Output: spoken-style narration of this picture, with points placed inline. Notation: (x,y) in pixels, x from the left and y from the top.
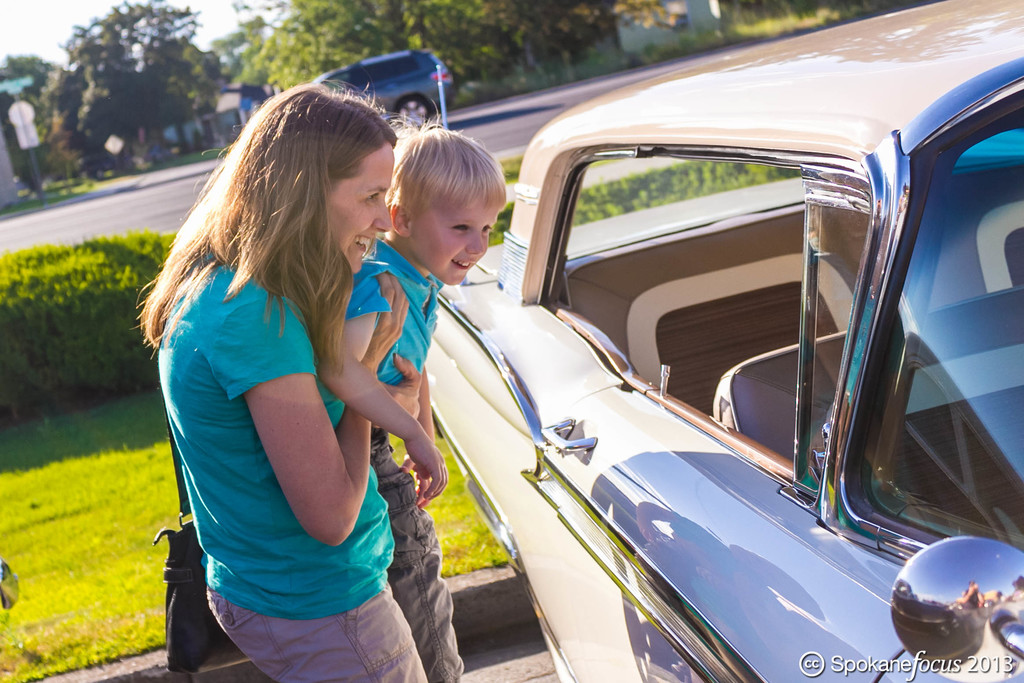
In the foreground of this image (328,508), there is a woman (250,473) wearing a bag (193,562) and carrying a kid (375,308). On the right (753,493), there is a car (731,541). Behind the car (758,507), there are plants (62,318) and the grassland (88,492). In the background (388,99), there is a vehicle (412,69) moving on the road (113,197), a board (28,123), trees (153,63) and the sky (49,18).
